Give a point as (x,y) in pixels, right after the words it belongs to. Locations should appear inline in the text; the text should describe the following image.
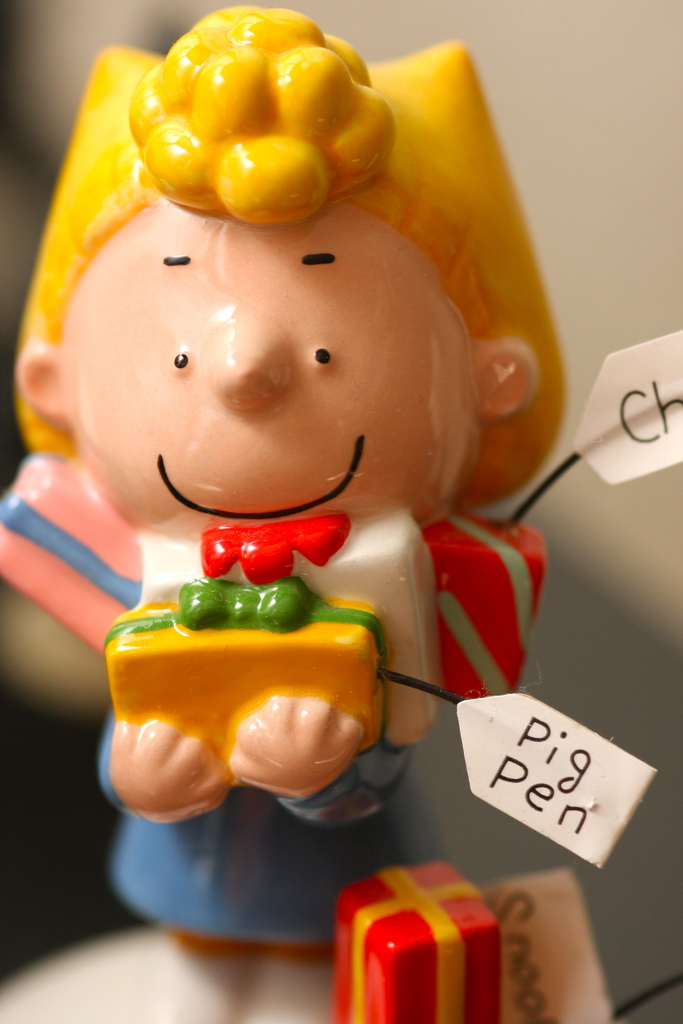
In the picture I can see a toy (393,341), here I can see some text (531,792) and the surroundings of the image is slightly blurred.
